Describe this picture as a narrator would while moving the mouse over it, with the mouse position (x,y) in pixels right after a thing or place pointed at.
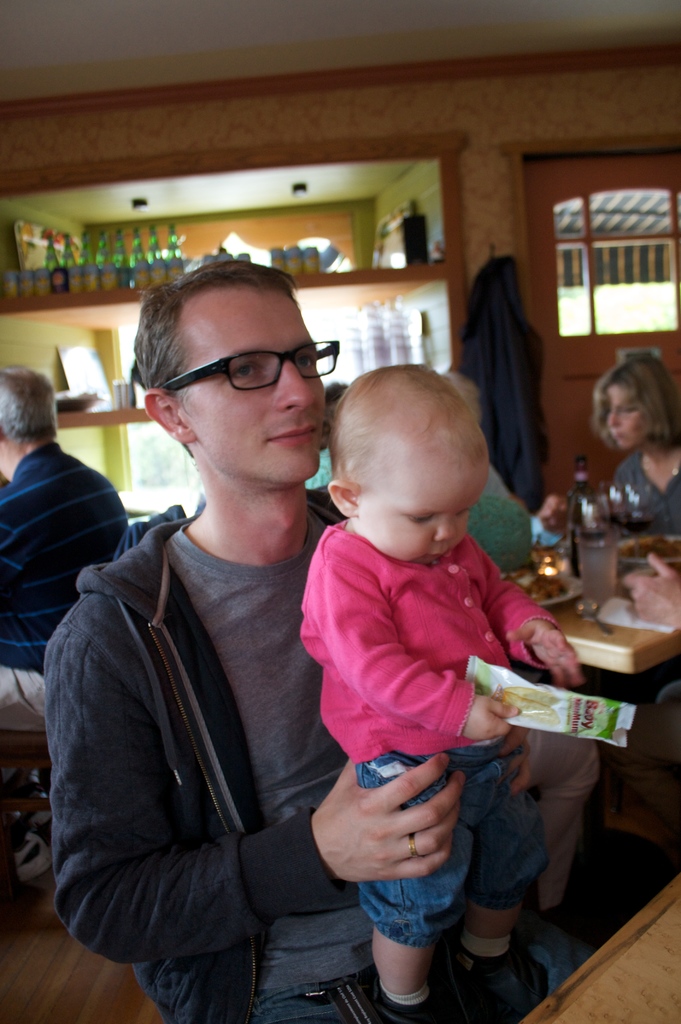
In this picture we can see a man (146,676) wearing black jacket (179,819) and holding a little boy (476,634) who is in pink shirt (326,673) and blue jeans (472,853) is sitting on the chair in front of the table (642,966) and behind them there is a shelf (158,210) in which some things (139,259) are placed and a lady (612,435) is sitting on the chair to the other table (601,611) and a man (52,495) in blue shirt (43,628).
